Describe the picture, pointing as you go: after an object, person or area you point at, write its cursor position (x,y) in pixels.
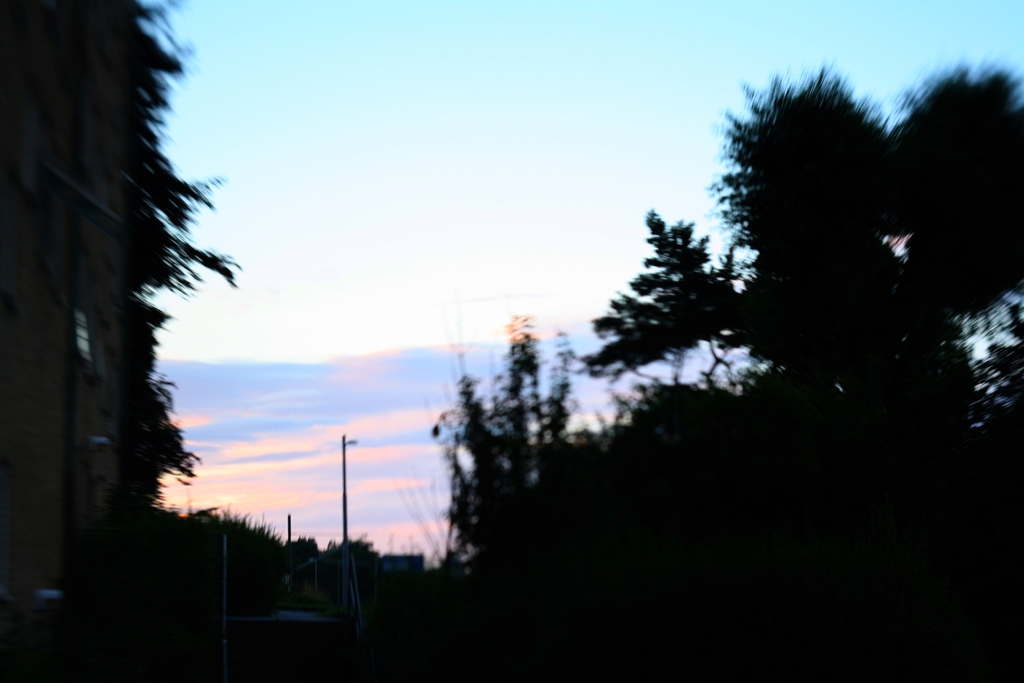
This picture consists of trees (678,519) and poles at the bottom (882,468), at the top (656,178) there is the sky (513,165) visible.
